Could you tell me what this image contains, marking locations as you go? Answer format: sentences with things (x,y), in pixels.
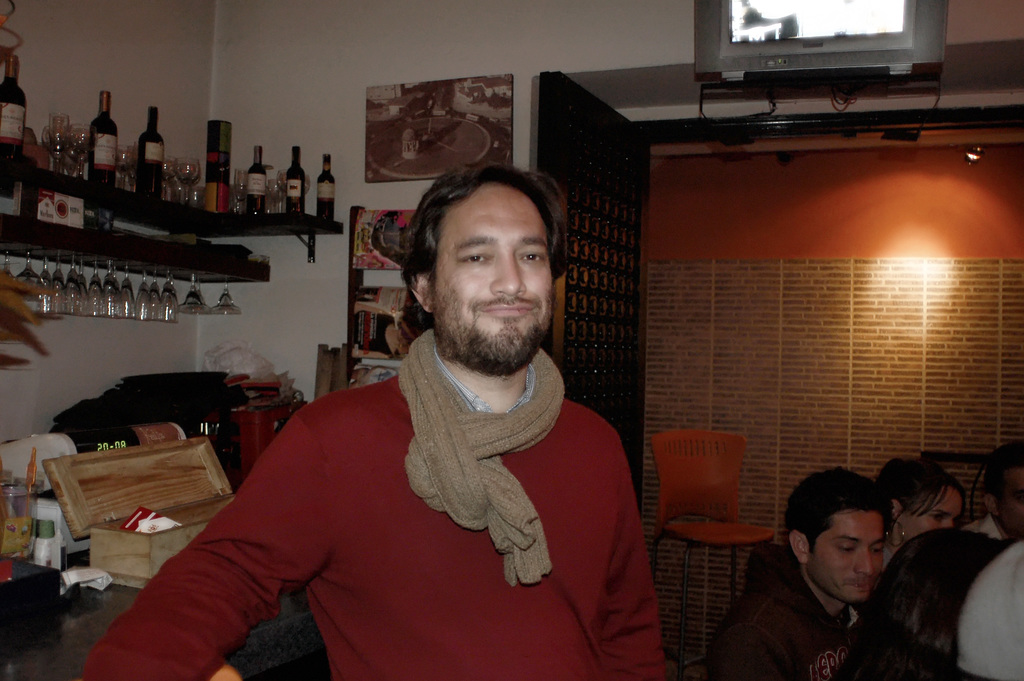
This picture describes about group of people (551,407) few are seated and one person (533,515) is standing and he is smiling, besides to him we can see a box (117,479), glasses (1,545), clock (94,449) on the table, and also we can find glasses (65,302) and couple of bottles (106,129) in the background (161,172).
